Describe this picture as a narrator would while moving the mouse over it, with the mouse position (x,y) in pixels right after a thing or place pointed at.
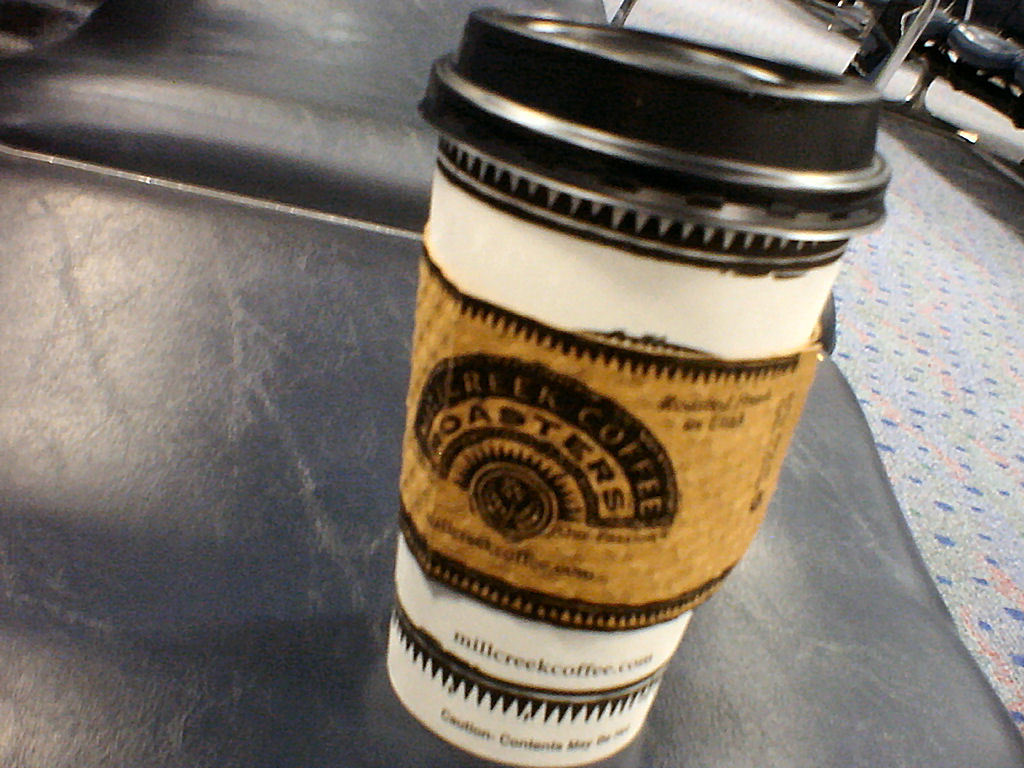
In the center of the image (622,285), we can see a cup (610,314) on the seat (258,316) and in the background (825,56), there are some objects (884,61) and we can see a floor (913,409).
